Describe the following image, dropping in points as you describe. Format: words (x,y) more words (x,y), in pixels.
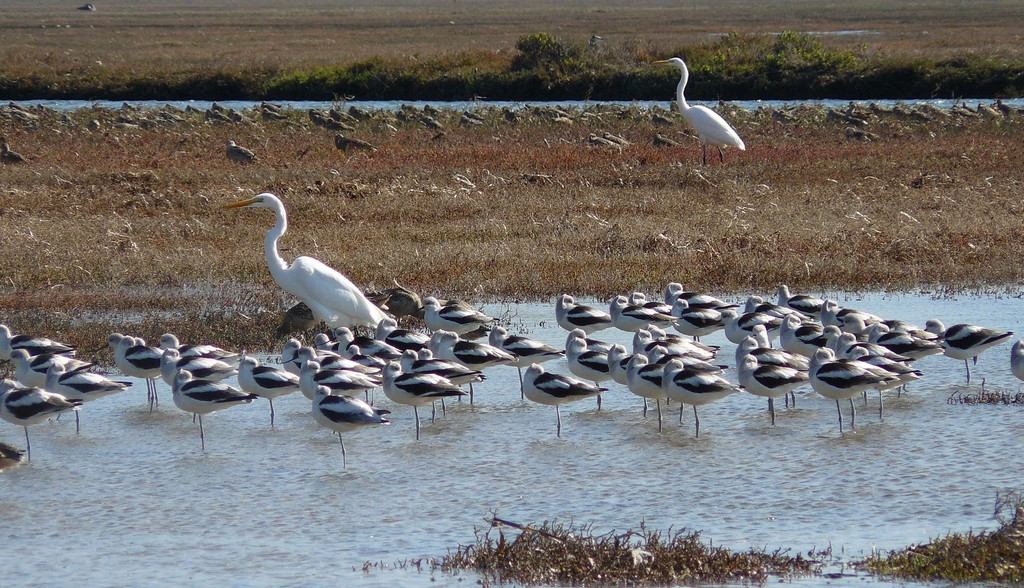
This picture contains many birds (507,359). At the bottom of the picture (348,484), we see water (375,502) and twigs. Behind the birds (662,308), we see grass (581,216). There are shrubs (578,56) in the background (532,98).
